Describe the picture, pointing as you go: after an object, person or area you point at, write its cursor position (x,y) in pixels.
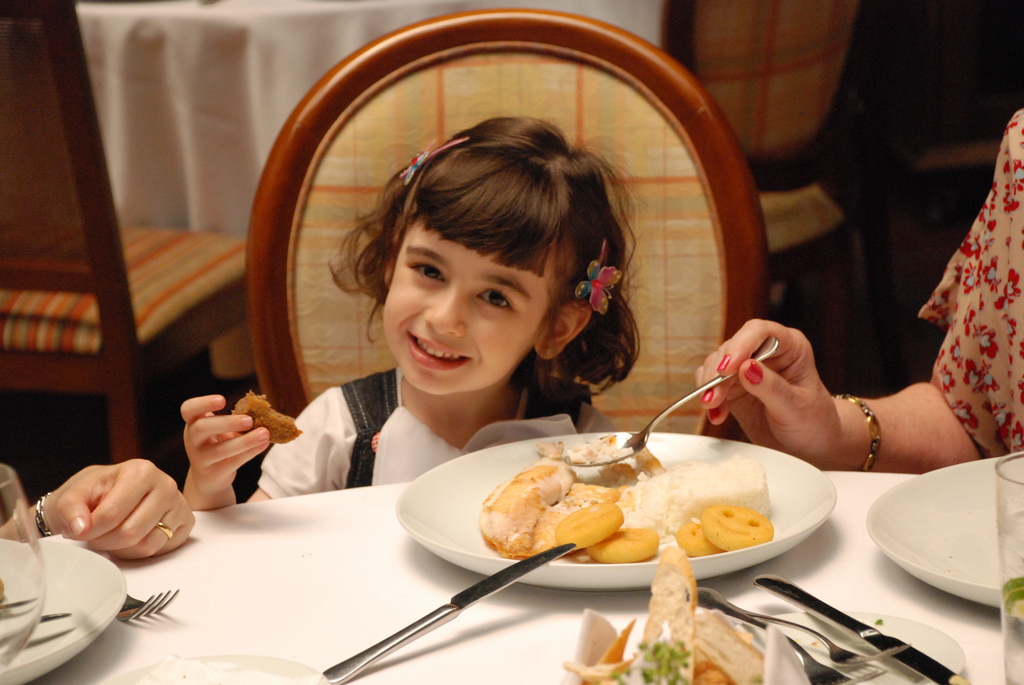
In this image there are two tables (449,0) with chairs (646,356) around it, on the one of the table (358,540) there are some food item (641,511) arranged on plates (245,662) and there are some spoons (700,391), glasses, fork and other objects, there is a person (850,402) holding a spoon (716,384) in her hand (783,374), beside her there is a girl (451,326) sitting on the chair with a smile (439,340) and she is holding a food item (264,414) in her hand (231,437). On the left side of the image (56,508) we can see the hand (67,521) of the other person (51,514).
